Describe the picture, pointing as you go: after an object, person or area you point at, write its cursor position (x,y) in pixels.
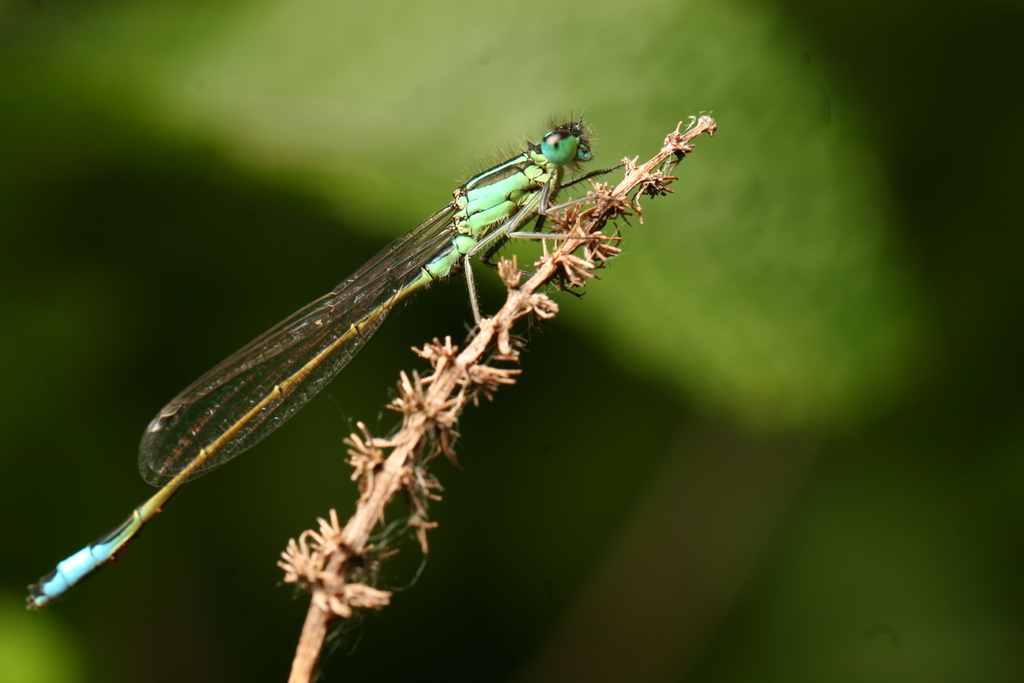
In this image, we can see a dragonfly (365,314) on the stick (468,348). In the background (631,452), image is blurred.
